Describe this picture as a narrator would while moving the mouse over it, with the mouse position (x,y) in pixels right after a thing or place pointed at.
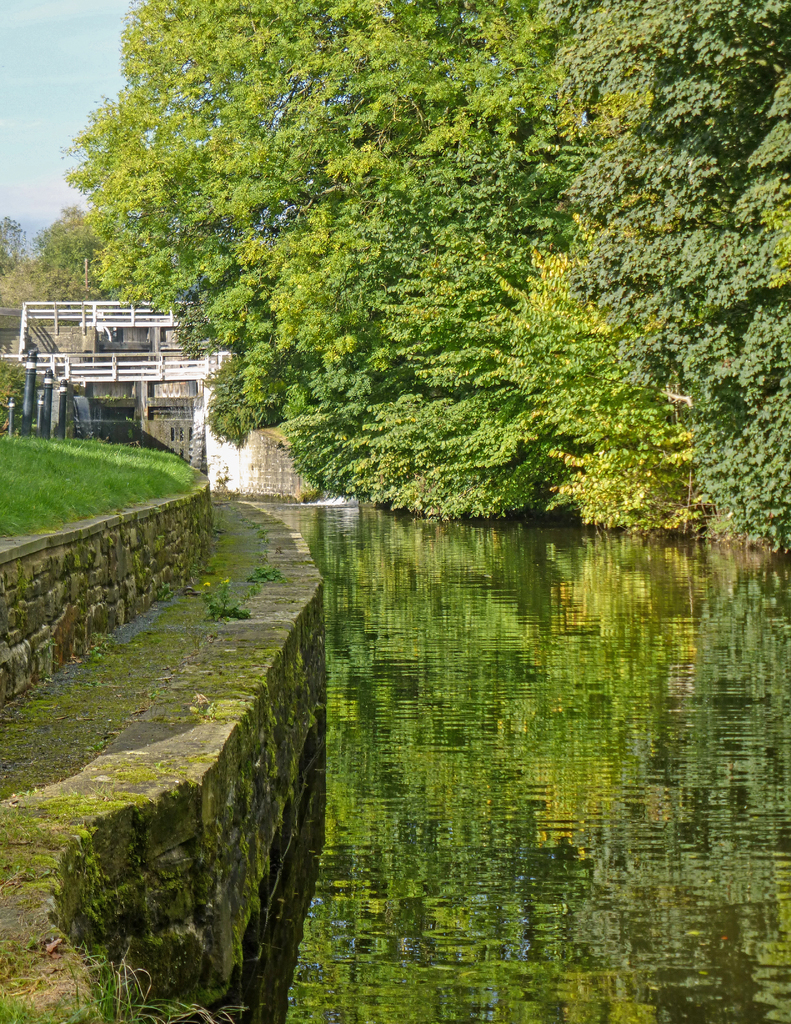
In the background of the image (198,333) there are trees (505,514). In the bottom of the image (442,1018) there is water (351,777).
